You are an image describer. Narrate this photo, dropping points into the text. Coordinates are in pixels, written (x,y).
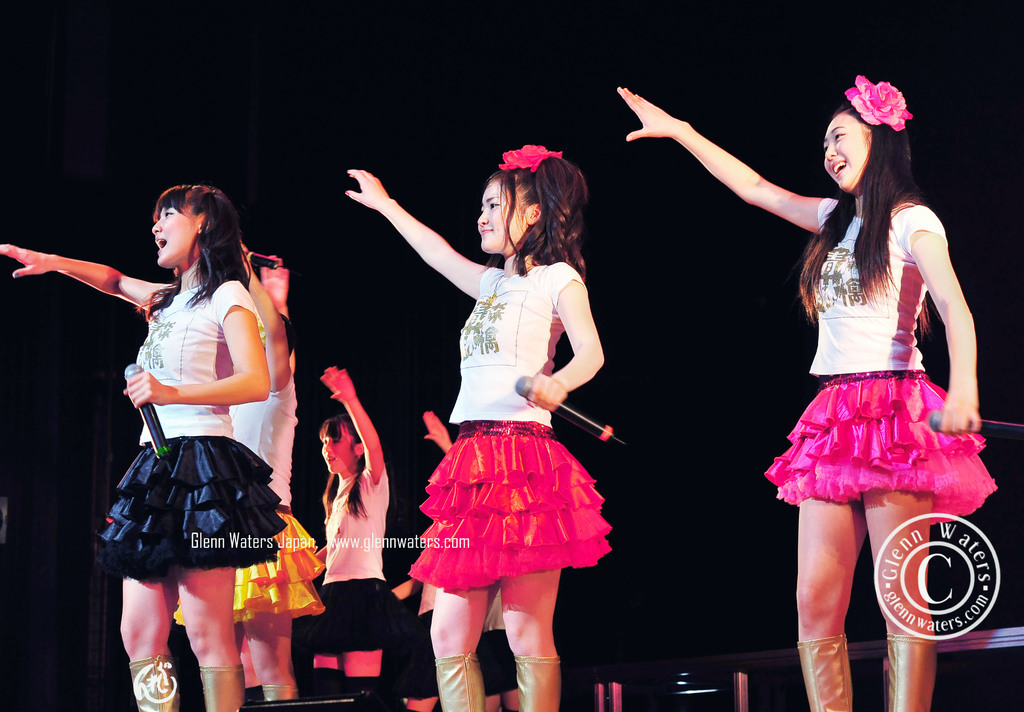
In this image, we can see three girls (810,456) standing and they are holding microphones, there is a dark background (216,79).
